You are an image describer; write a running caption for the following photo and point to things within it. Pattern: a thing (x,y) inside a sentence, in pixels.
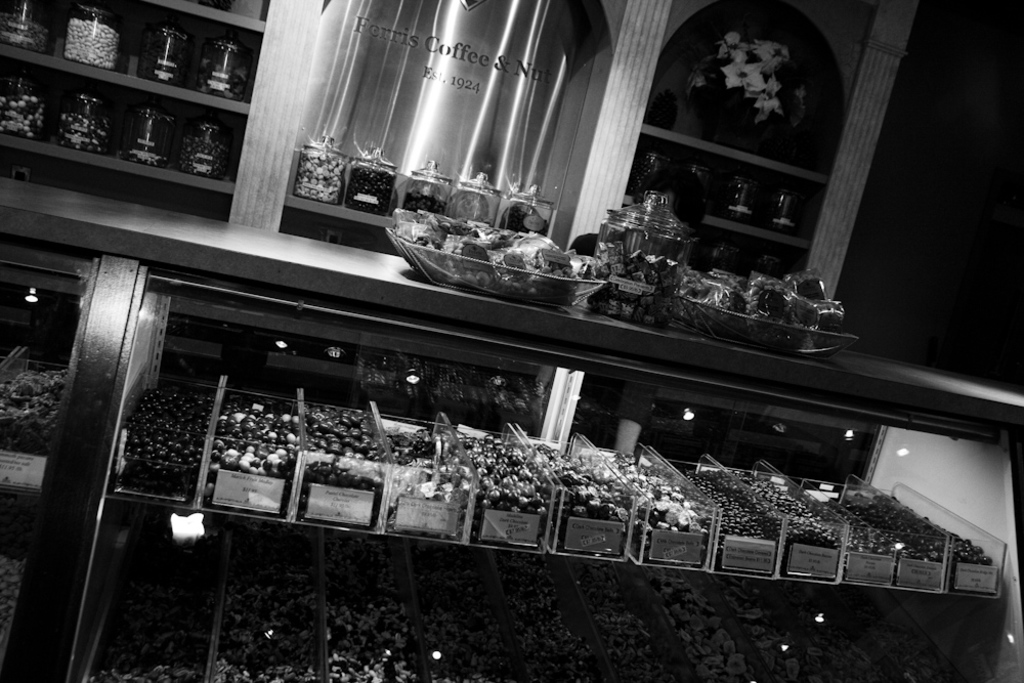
In this image we can see some food item (76,116) in the jars (87,124), trays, and boxes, some jars (248,60), boxes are on the racks (258,28), there are trays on the counter (445,349), there are lights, there is a board (552,19) with text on it, also we can see the lights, the picture is taken in black and white mode.
